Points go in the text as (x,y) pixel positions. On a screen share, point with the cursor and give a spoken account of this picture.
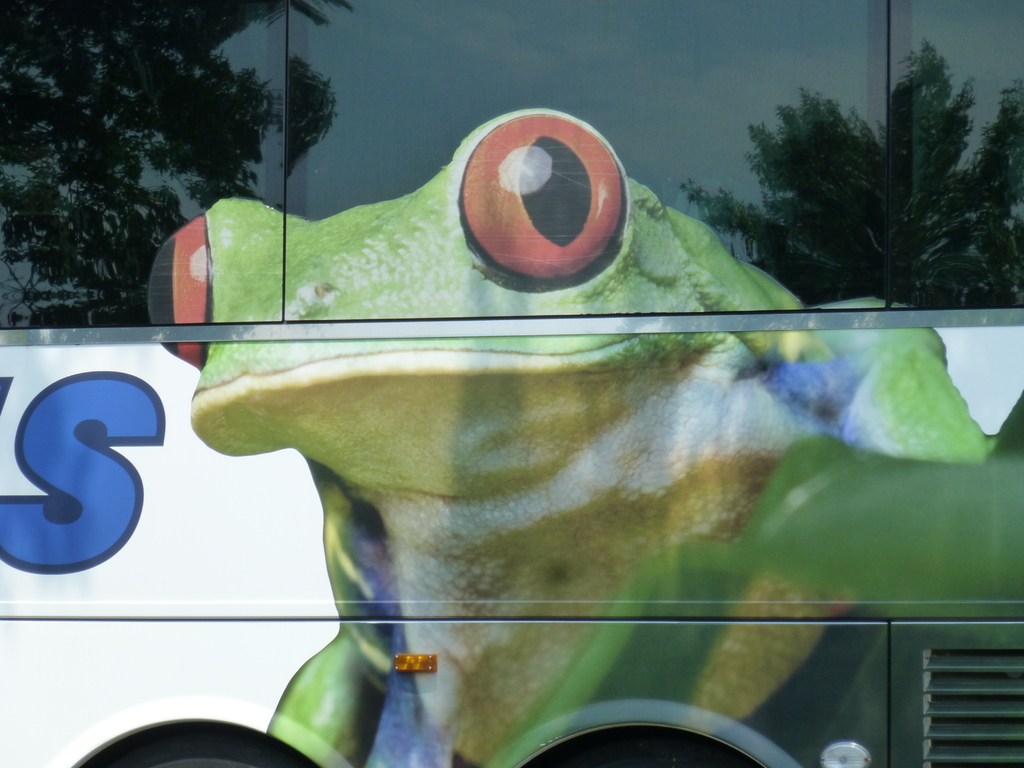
It is a zoomed in picture of a vehicle (362,353) and we can see the picture (462,231) of a frog (592,401). We can also see the trees (290,157) and also the sky (687,141) through reflection (395,103).
